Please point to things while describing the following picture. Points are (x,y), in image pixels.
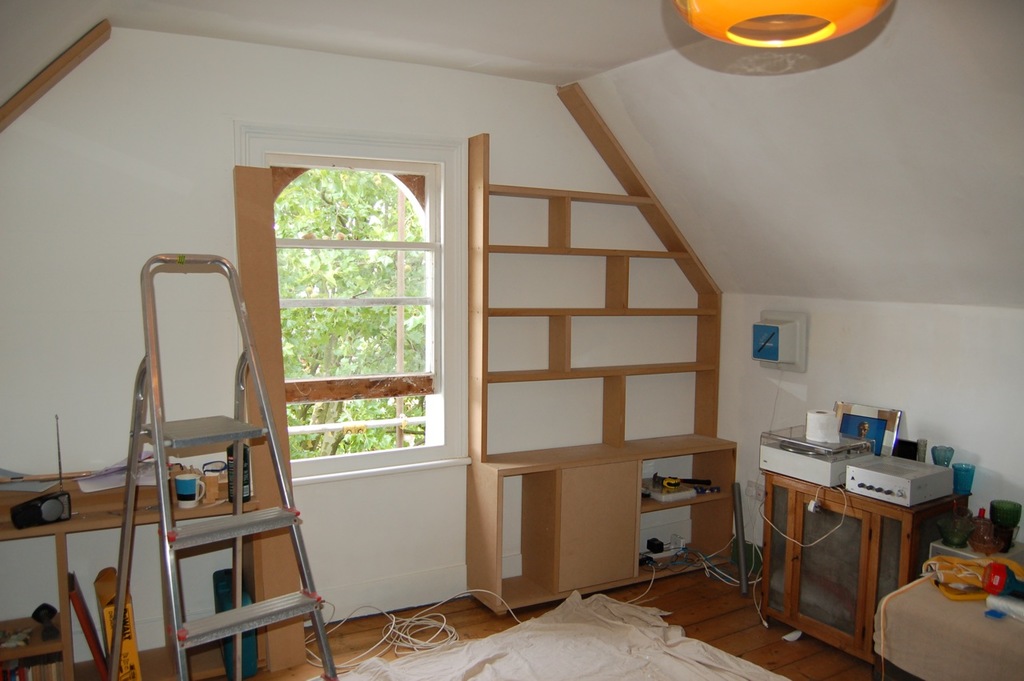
This picture is clicked inside the room (629,105). Here, we see a wooden cupboard (589,448). Beside that, we see a table (850,549) on which two boxes (828,451), tissue paper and photo frame (897,416) and two glasses (953,479) are placed. Beside that, we see a bed (940,641). On the left corner of the picture (157,425), we see ladder (164,472). Beside that, we see a window (308,313) from which we see trees (374,275). On the bottom of the picture (492,639), we see white carpet (586,642) on the floor (814,657).
